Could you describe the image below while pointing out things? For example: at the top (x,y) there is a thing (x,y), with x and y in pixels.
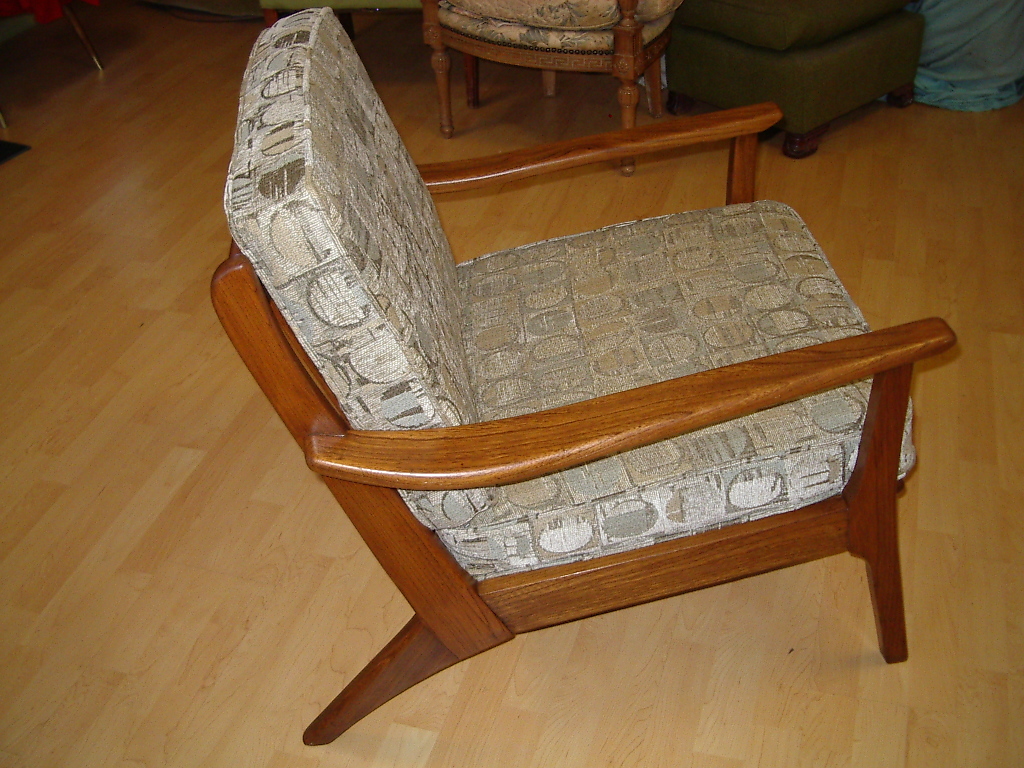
In this image there are chairs (615,333) and an ottoman (807,141) on the floor (918,261). Right top there is an object (965,70) on the floor (968,176).
